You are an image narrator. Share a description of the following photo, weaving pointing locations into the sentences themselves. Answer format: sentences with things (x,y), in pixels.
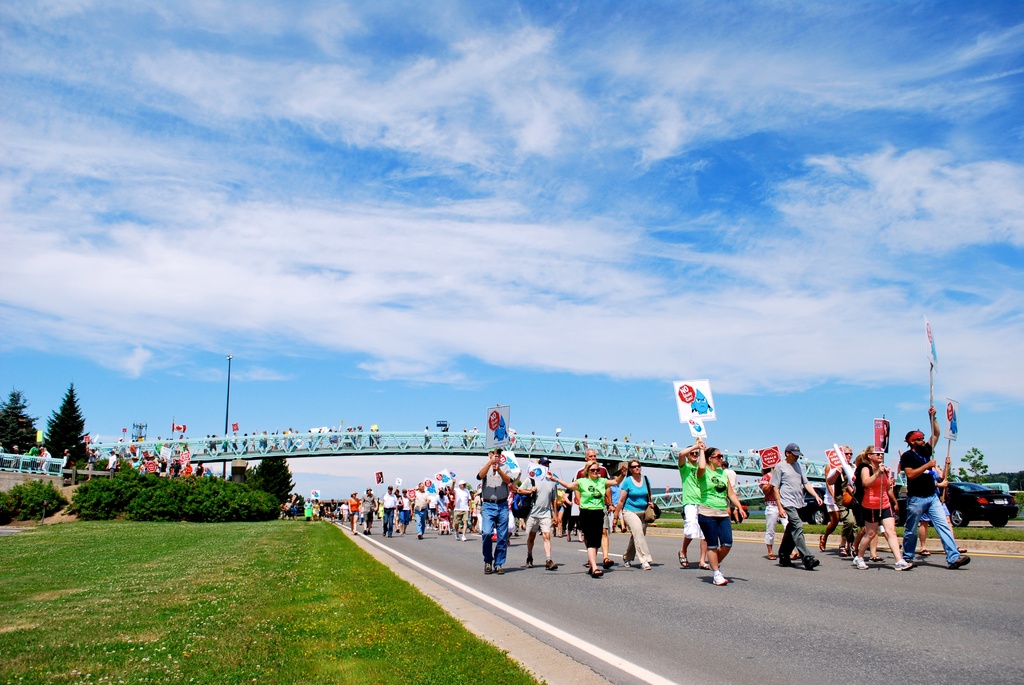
In the image we can see there are people (588,516) walking, they are wearing clothes (596,533), shoes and they are holding the pole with the board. Here we can see grass (211,604), plant (138,488), tree (53,429), bridge (306,444), pole (227,394) and the cloudy sky (796,410). There are vehicles (978,510) on the road (973,526).
